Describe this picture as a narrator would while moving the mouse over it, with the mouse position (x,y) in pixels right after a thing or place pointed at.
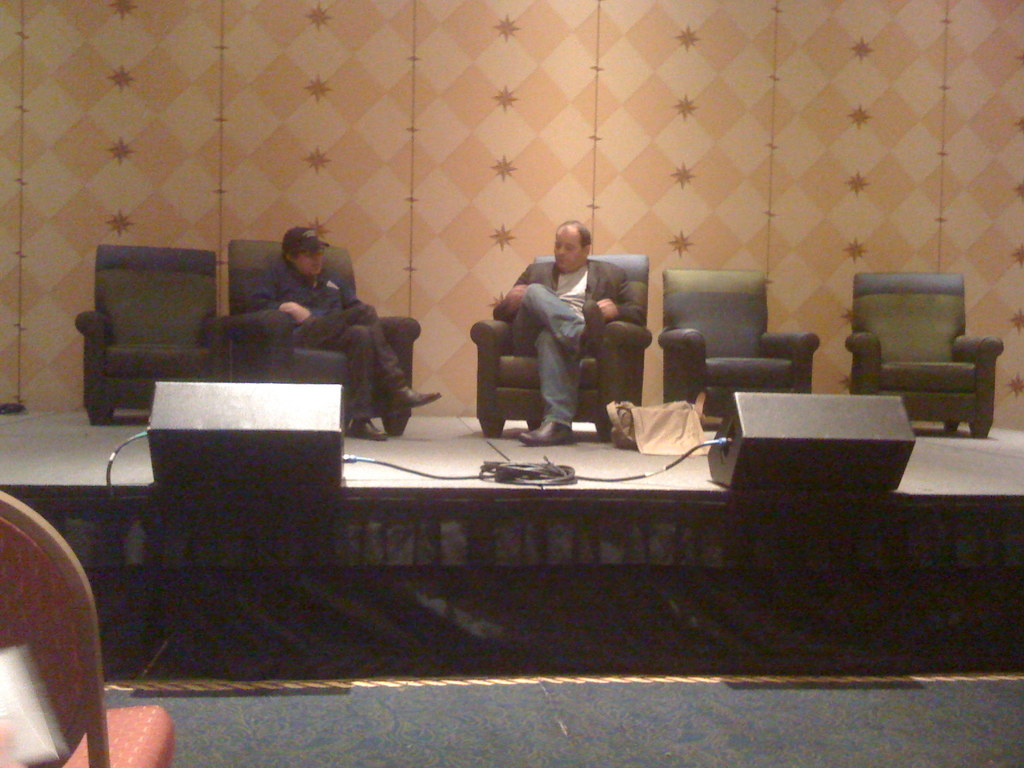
There are two people (305,296) sitting on a stage (699,538) in armchairs (495,374).
